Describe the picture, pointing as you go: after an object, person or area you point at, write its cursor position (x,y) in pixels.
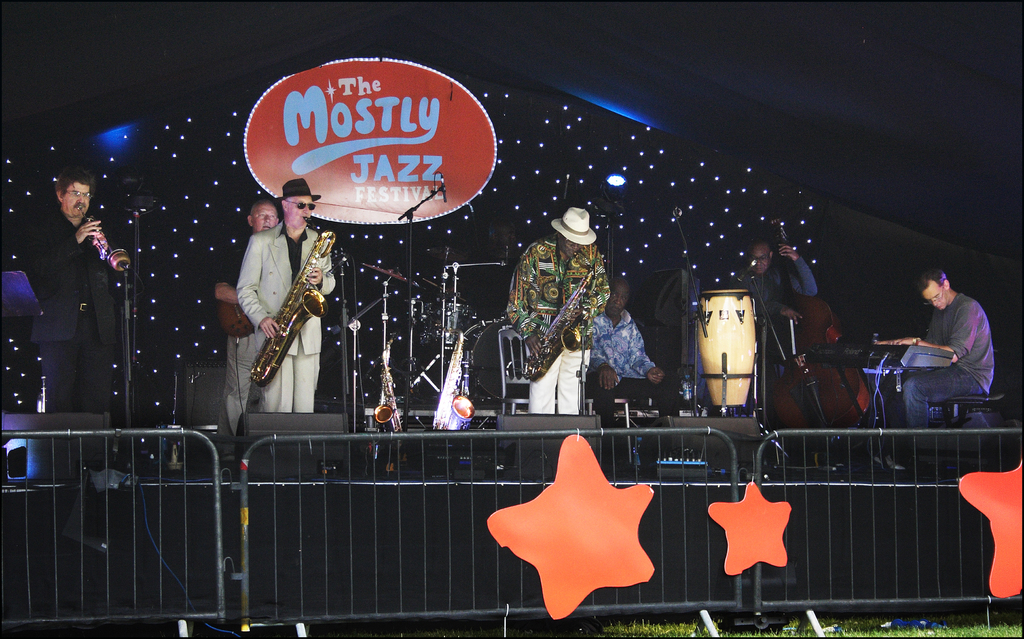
Here we can see a few people (56,405) of music band (70,204) performing on a stage (182,250). They are playing a saxophone (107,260), playing a guitar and playing a piano (939,354).
